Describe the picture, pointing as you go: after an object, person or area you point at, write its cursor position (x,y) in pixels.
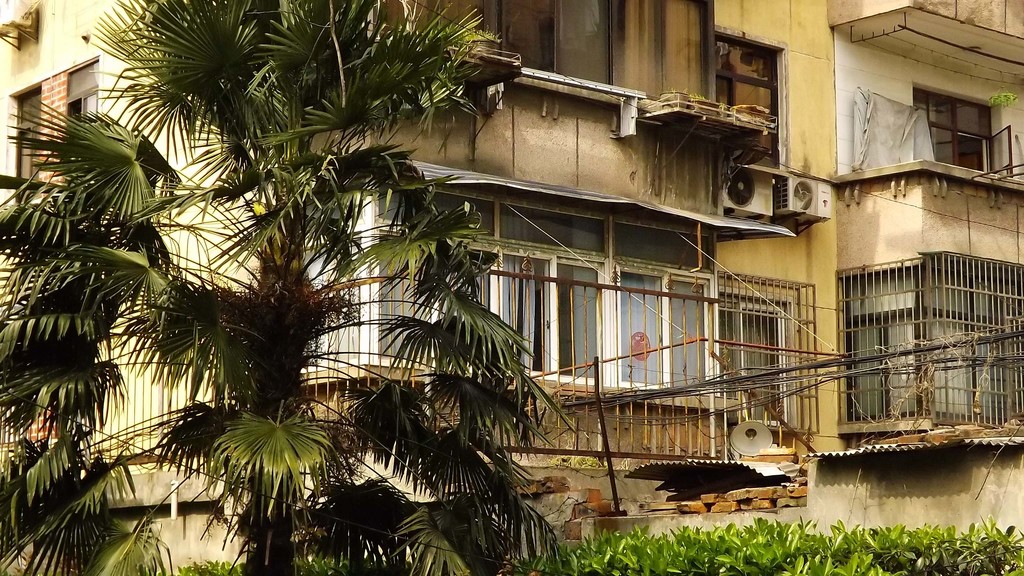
In this picture we can see a building (581,115), grilles (1006,301), railing (573,279), windows (564,235), plants (866,546), objects (740,125), metal panels (715,459), bricks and a tree (269,473). At the bottom portion of the picture (799,547) we can see the leaves (835,547).
